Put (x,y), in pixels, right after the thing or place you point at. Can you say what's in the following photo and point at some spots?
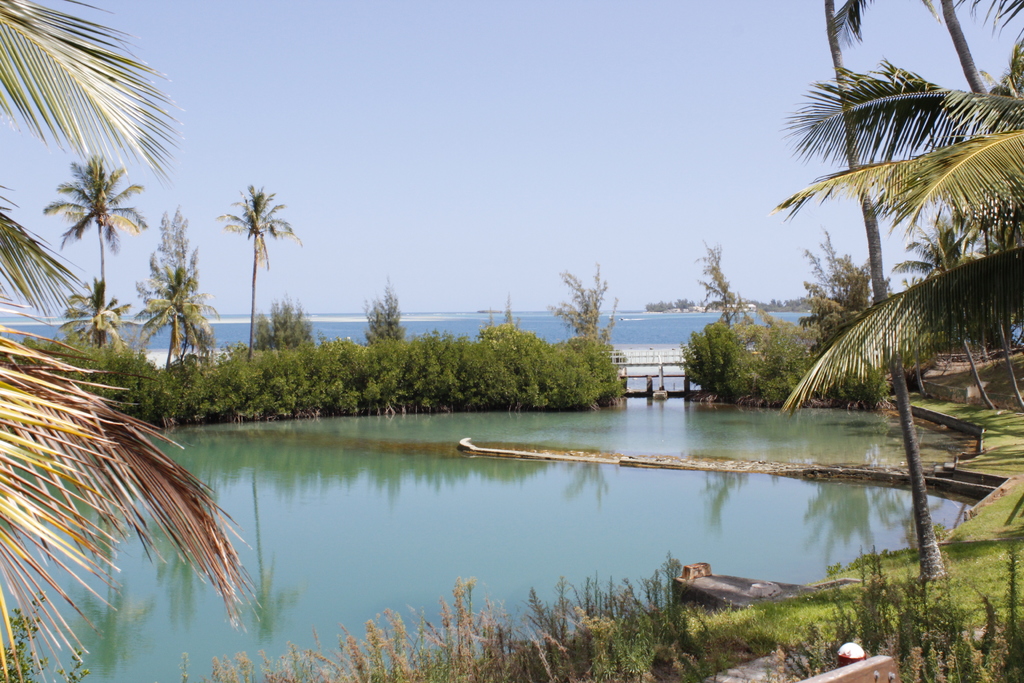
There are plants (586,682) at the bottom of this image (660,648). We can see the surface of water (330,448) and trees (724,390) in the middle of this image (474,397). The sky (593,208) is in the background (593,210).
